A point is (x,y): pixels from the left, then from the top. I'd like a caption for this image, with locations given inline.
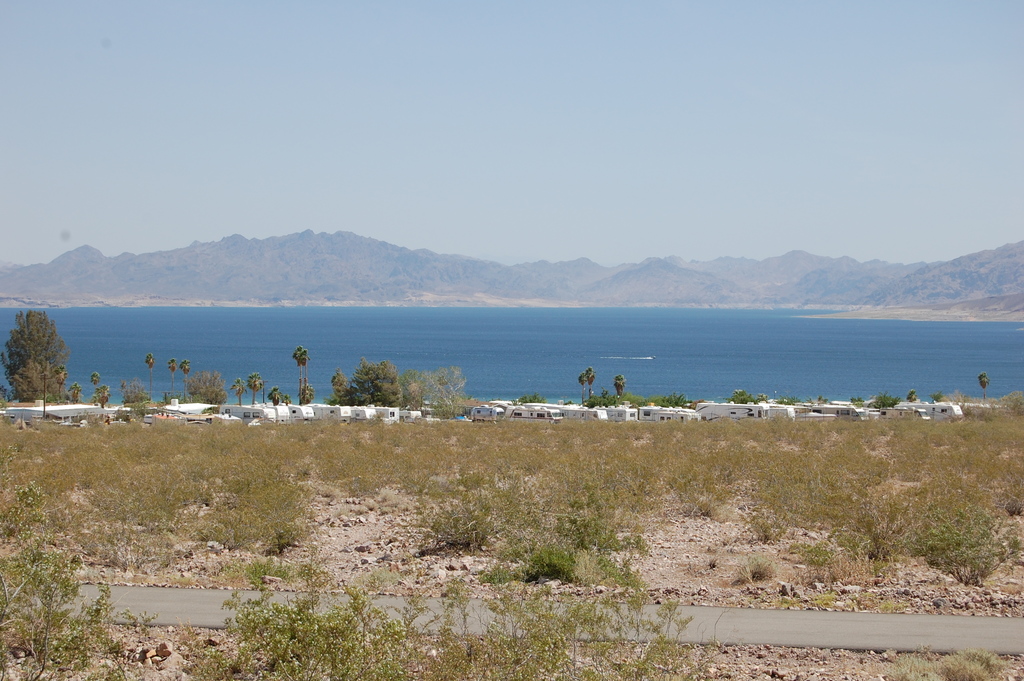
At the bottom of the picture (454,583), we see the trees (554,642), stones (775,654) and the road (697,628). In the middle (378,410), we see the trees (252,390) and the buildings (674,420) in white color. In the middle (567,341), we see water (360,333) and this water (735,341) might be in the river (656,342). There are trees (348,403) and the hills (453,272) in the background (325,265). At the top (409,94), we see the sky (409,94).
